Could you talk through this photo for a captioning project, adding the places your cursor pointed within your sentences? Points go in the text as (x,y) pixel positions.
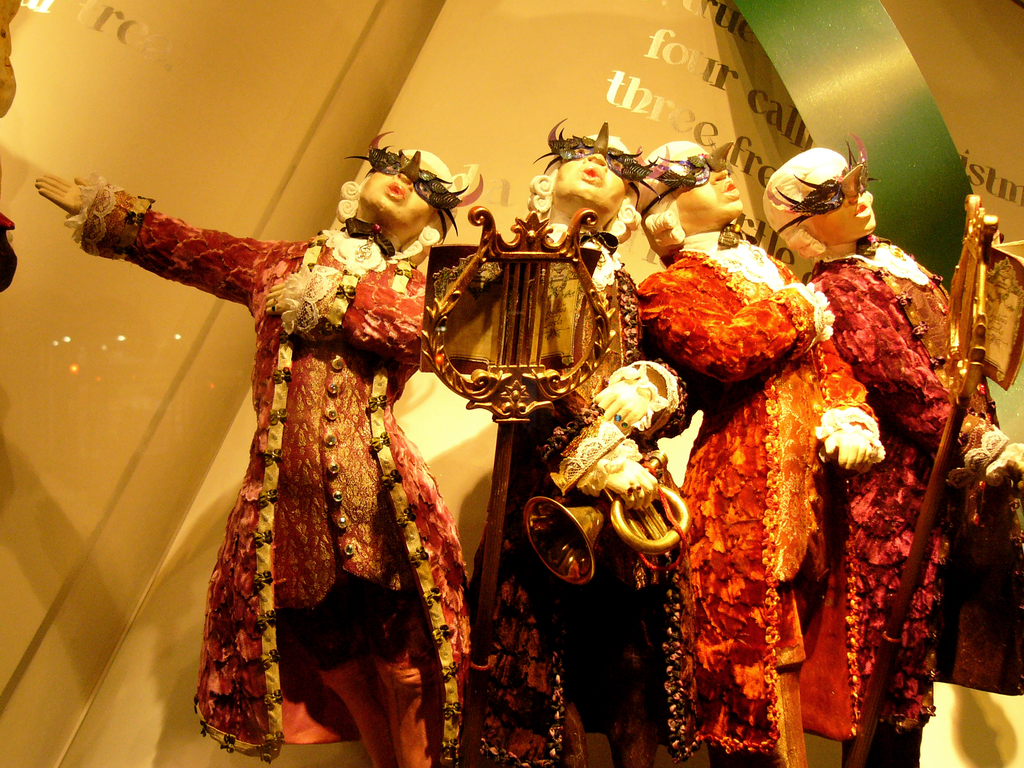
In this image we can see depictions of persons (349,289). In the background of the image (778,99) there is wall (630,108) with some text (719,75).
